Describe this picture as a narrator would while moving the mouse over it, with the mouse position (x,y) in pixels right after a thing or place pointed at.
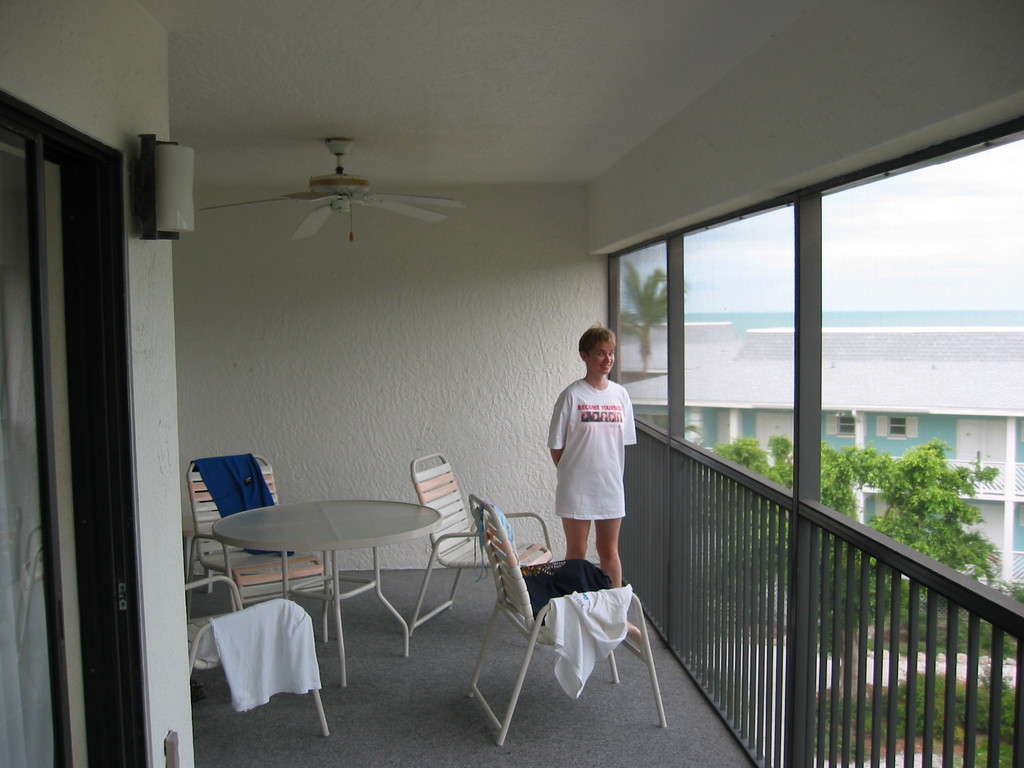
In this picture we can see woman (600,419) standing at fence (651,436) and smiling and beside to her we have chairs (261,466) clothes (214,482) on it, table (323,516), wall (317,348), fan (344,198), door (85,289) and on right side (771,339) we can see a building (858,412) with windows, pillar (1009,451), trees (963,490).
